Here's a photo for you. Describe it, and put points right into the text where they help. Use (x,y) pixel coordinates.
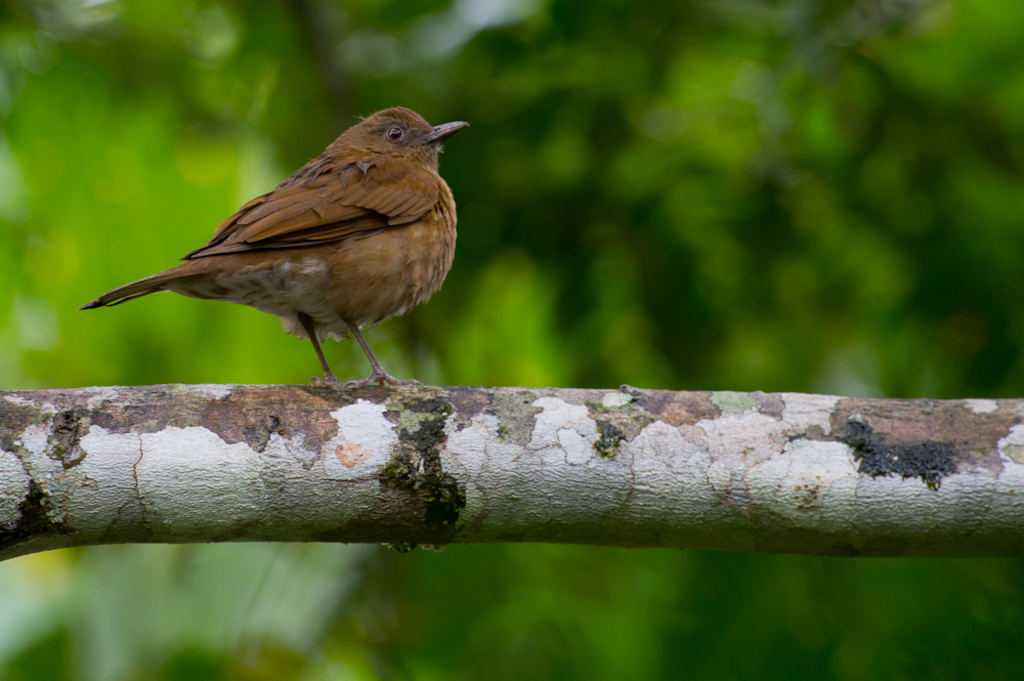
We can see bird (348,185) on the wooden surface (404,402). In the background (387,52) it is blur and green.
